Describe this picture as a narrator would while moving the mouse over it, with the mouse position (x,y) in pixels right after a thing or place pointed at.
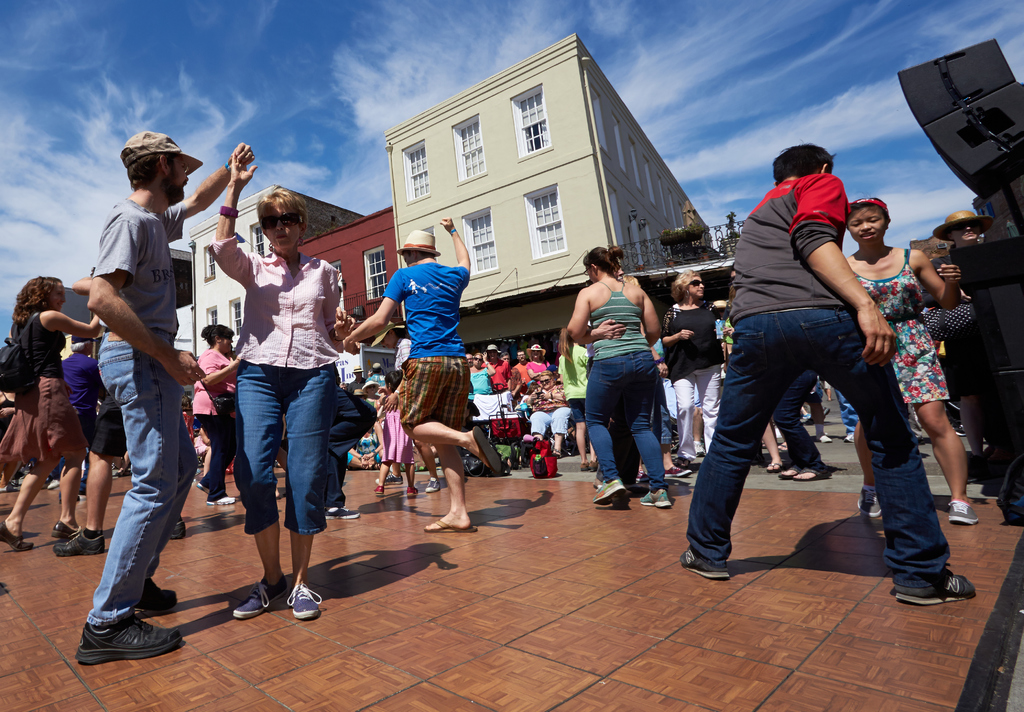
There are groups of persons (268,310) in different color dresses (268,310), some of them are standing and dancing and remaining are sitting on chairs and on the floor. In the background (665,185), there are buildings (491,225) which are having glass windows (551,197) and there are clouds (537,28) in the blue sky (341,5).
